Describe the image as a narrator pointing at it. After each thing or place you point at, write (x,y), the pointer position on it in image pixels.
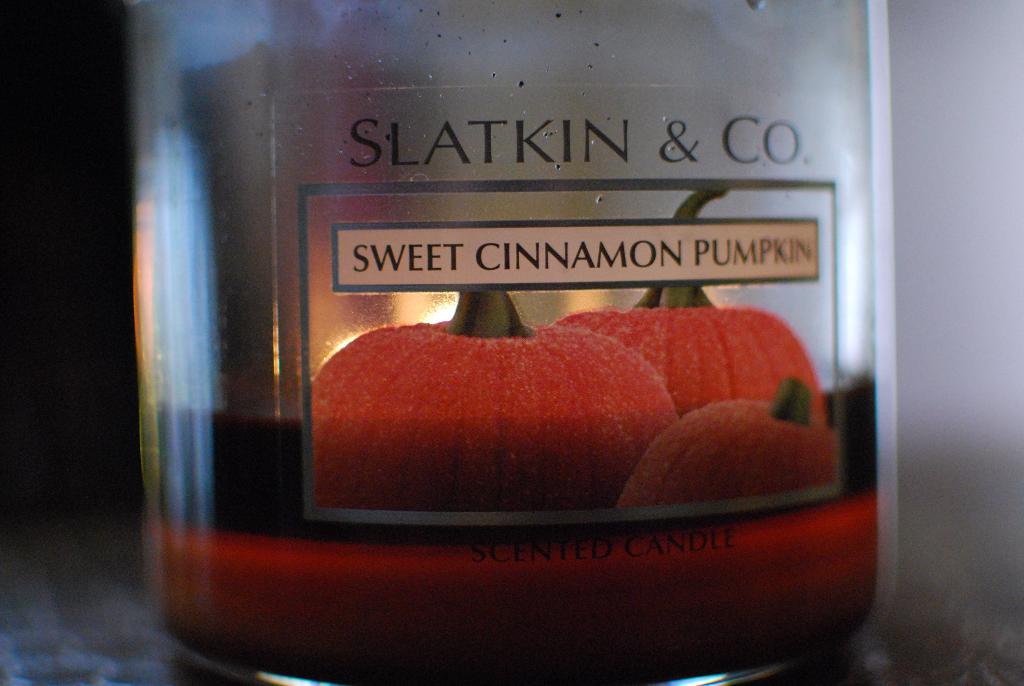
In the center of the image (343,421) there is a glass (696,415) with a candle (232,466) in it.
